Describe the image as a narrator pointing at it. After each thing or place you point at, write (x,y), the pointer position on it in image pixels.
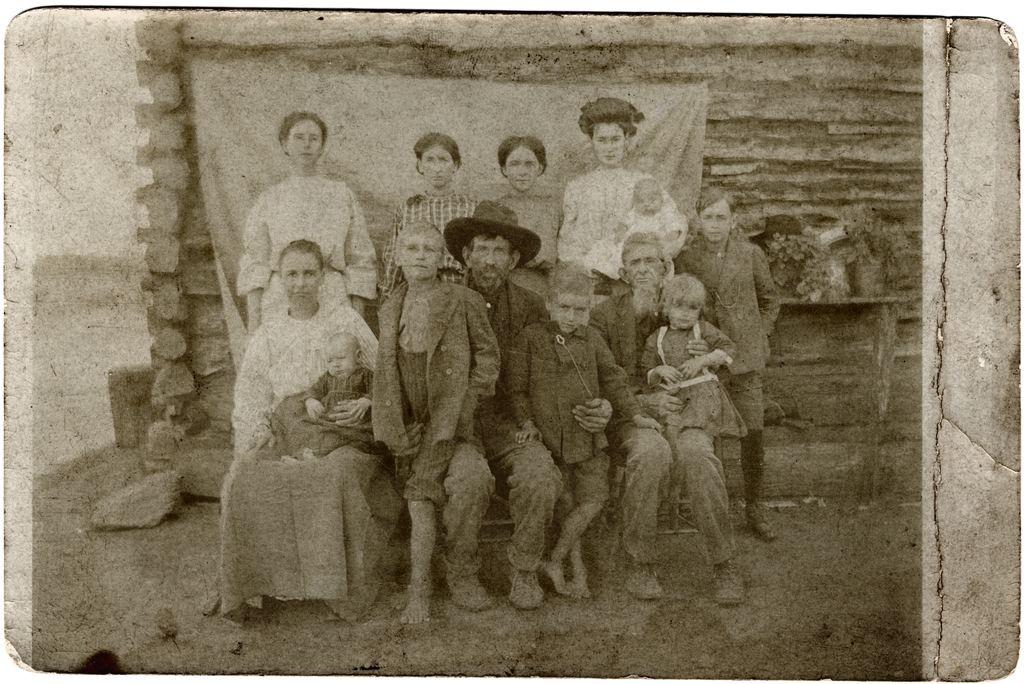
In this image we can see there is a black and white photo. In this photo we can see there are a few people (479,488) sitting and few are standing with serious faces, behind them there is a wall (735,69) with logs (163,324), in front of the wall (762,92) there is a curtain (349,135).
